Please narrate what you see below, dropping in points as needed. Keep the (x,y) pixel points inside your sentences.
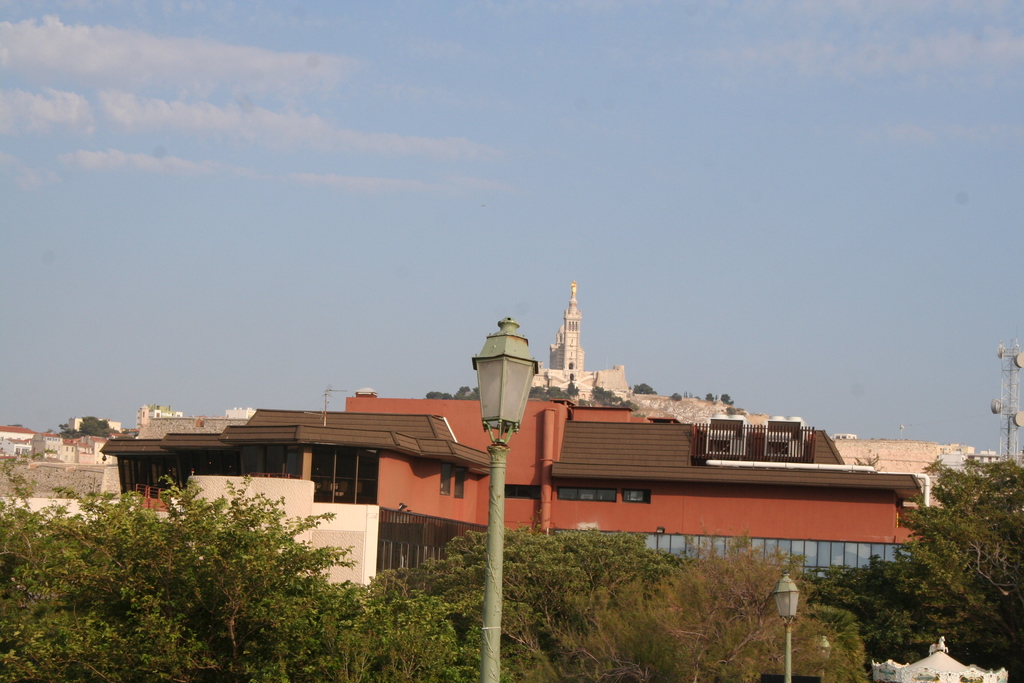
In this image I can see trees (594,593) in green color, two light poles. Background (407,553) I can see buildings (410,531) in brown and white color, I can also see sky (182,109) in blue and white color.
